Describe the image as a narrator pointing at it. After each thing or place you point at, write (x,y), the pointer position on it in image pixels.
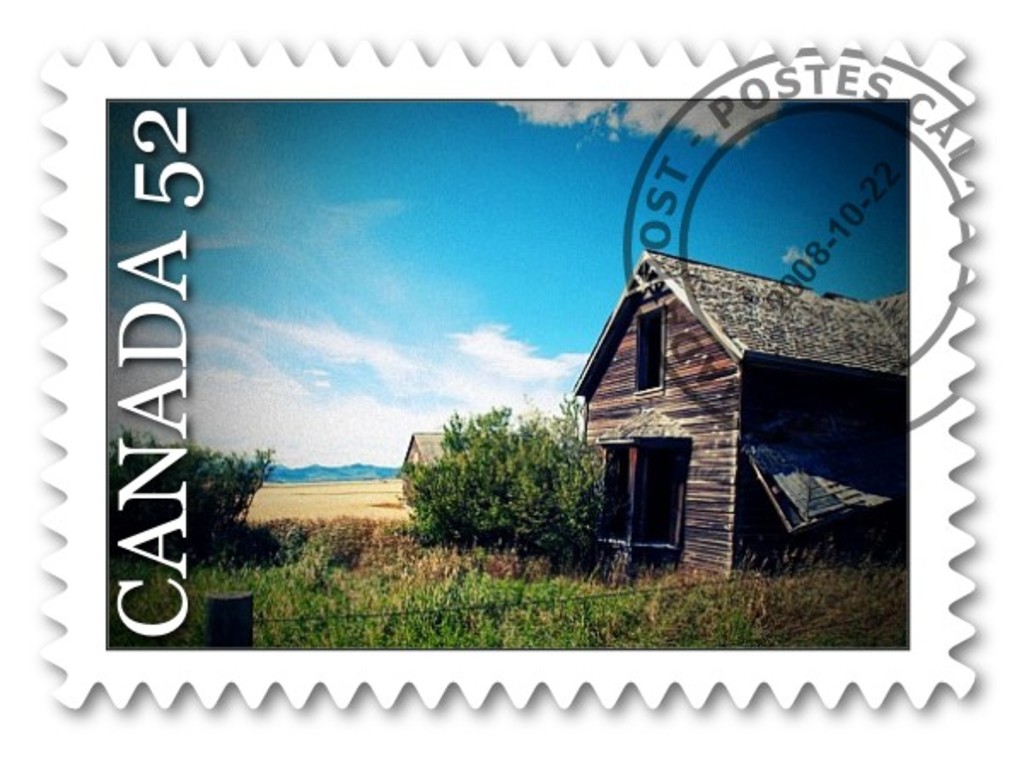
In this image there is a postage stamp (544,442).
